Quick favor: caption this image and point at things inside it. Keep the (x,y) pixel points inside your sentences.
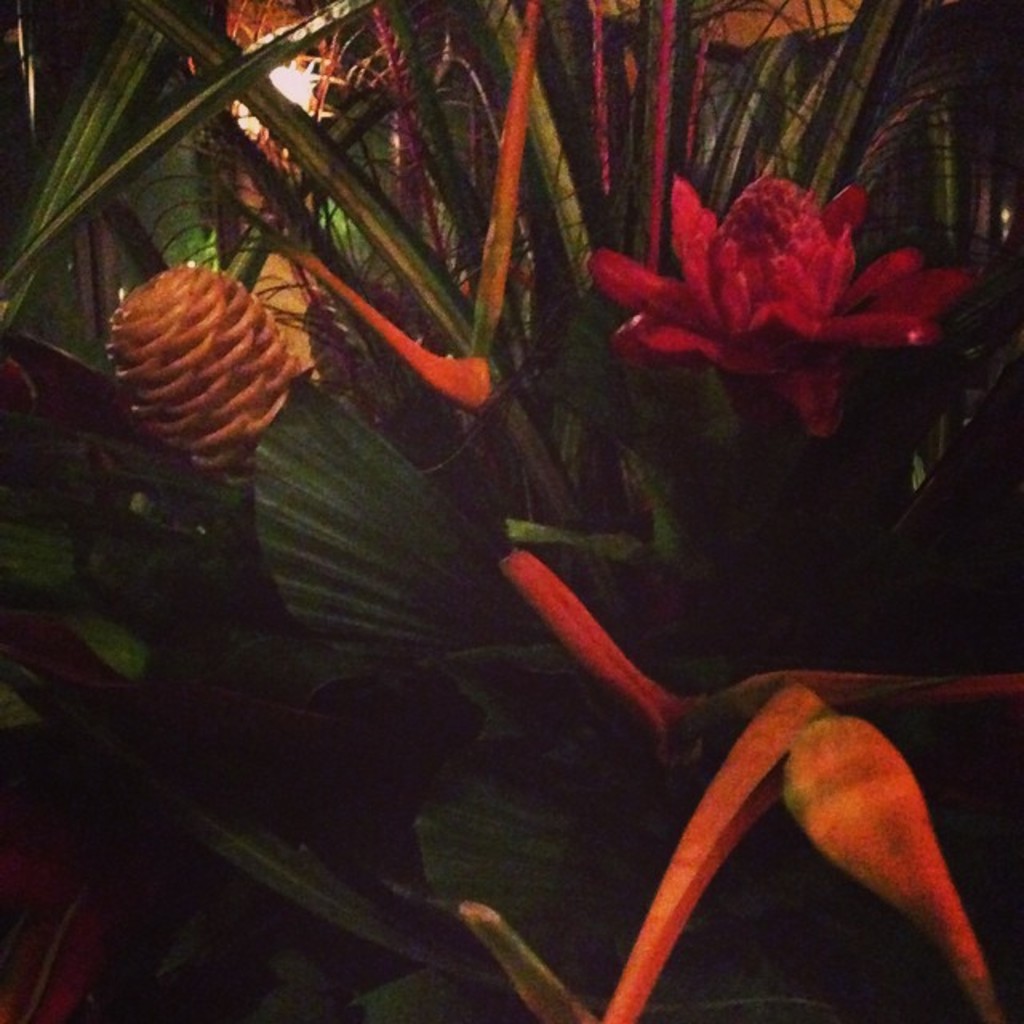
This image is a zoom in picture of some plants (364,488) as we can see in middle of this image (523,576). There is one flower (698,256) on the right side of this image (718,349) and also on the left side of this image (191,416).
